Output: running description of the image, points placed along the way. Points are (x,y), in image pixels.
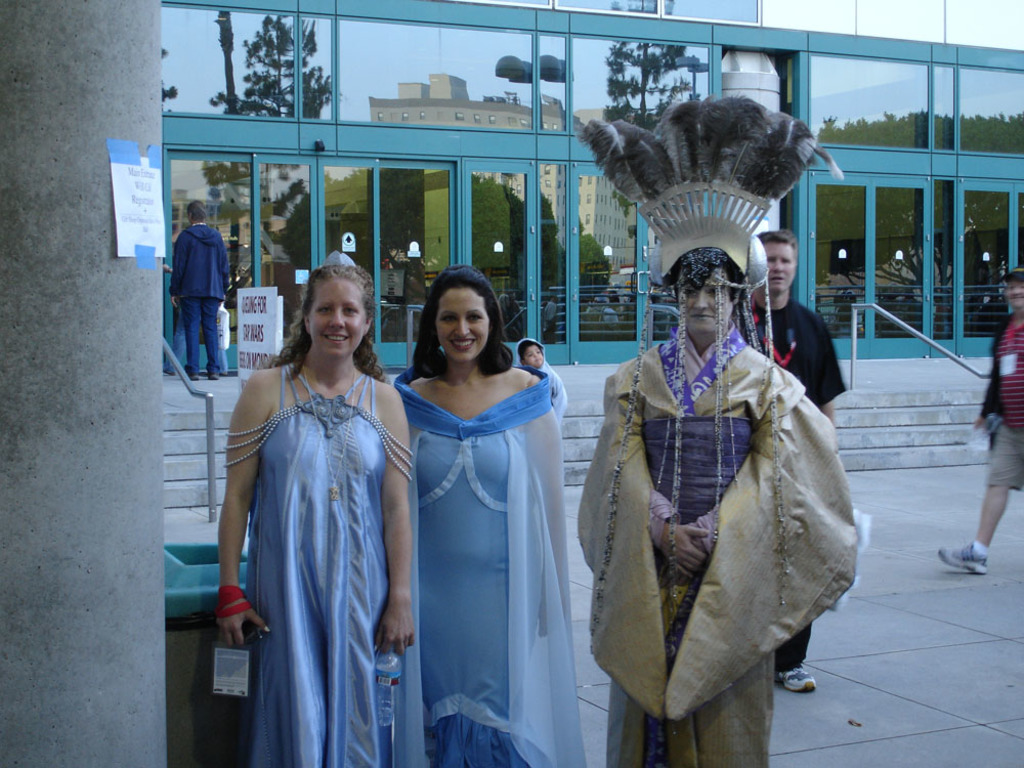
In this image there are few people (497,479) in which one of them is in a Halloween costume (614,492), there is a glass wall (545,287) of a building (495,124) where there are reflections (286,173) of trees (498,267), buildings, fences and people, there is a bin (197,588), a poster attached to the pillar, a board (276,302) with some text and stairs (177,454).
